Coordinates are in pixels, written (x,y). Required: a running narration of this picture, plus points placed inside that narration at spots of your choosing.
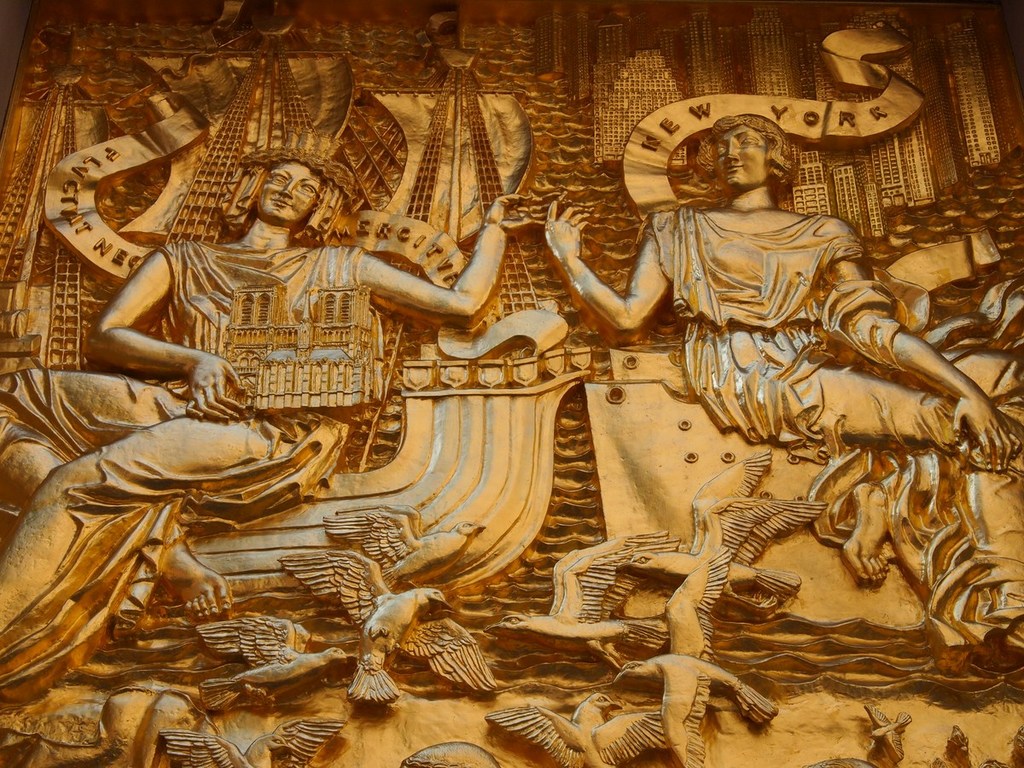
In this picture we can observe carving (151,365) of persons (752,185) on the wall (372,137). There are birds (653,623) and some building (609,116) carved on this wall (661,195). This is in brown color.
